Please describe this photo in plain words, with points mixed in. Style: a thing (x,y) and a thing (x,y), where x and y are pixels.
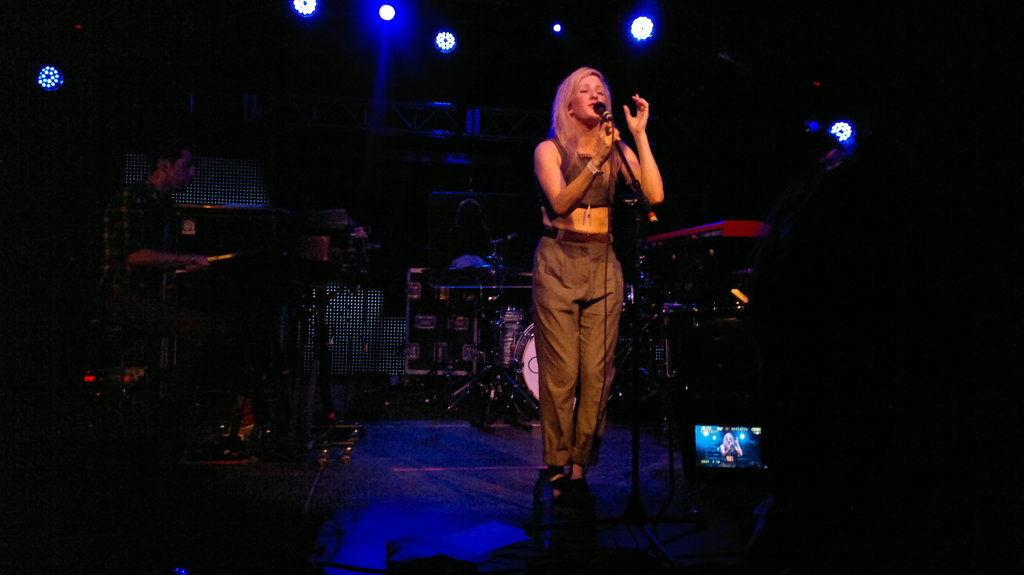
In this image at front (582,68) there is a person (559,202) singing a song by holding the microphone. Beside her there are two other people (195,329) playing musical instruments (235,218). On the backside (327,235) there are few other musical instruments (517,354). In front of the image there is a camera (759,468). At the top of the roof (156,44) there are lights (44,80).
